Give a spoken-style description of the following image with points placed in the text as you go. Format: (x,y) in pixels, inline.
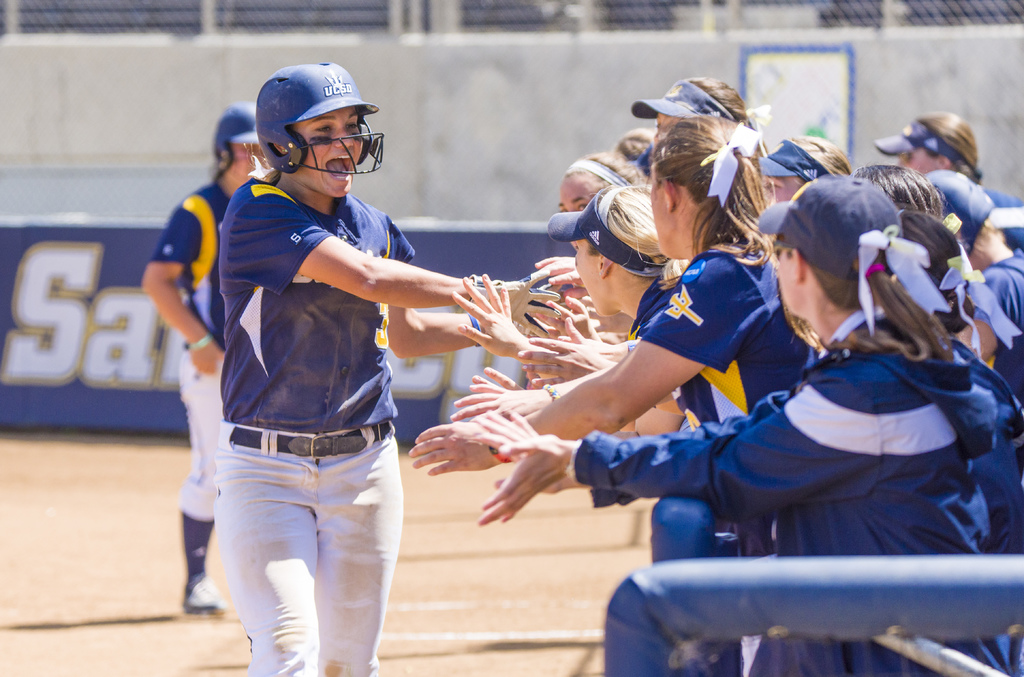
Here we can see persons (984,501) on the ground (135,652). In the background (13,363) we can see a hoarding (126,414) and a wall (574,116).
